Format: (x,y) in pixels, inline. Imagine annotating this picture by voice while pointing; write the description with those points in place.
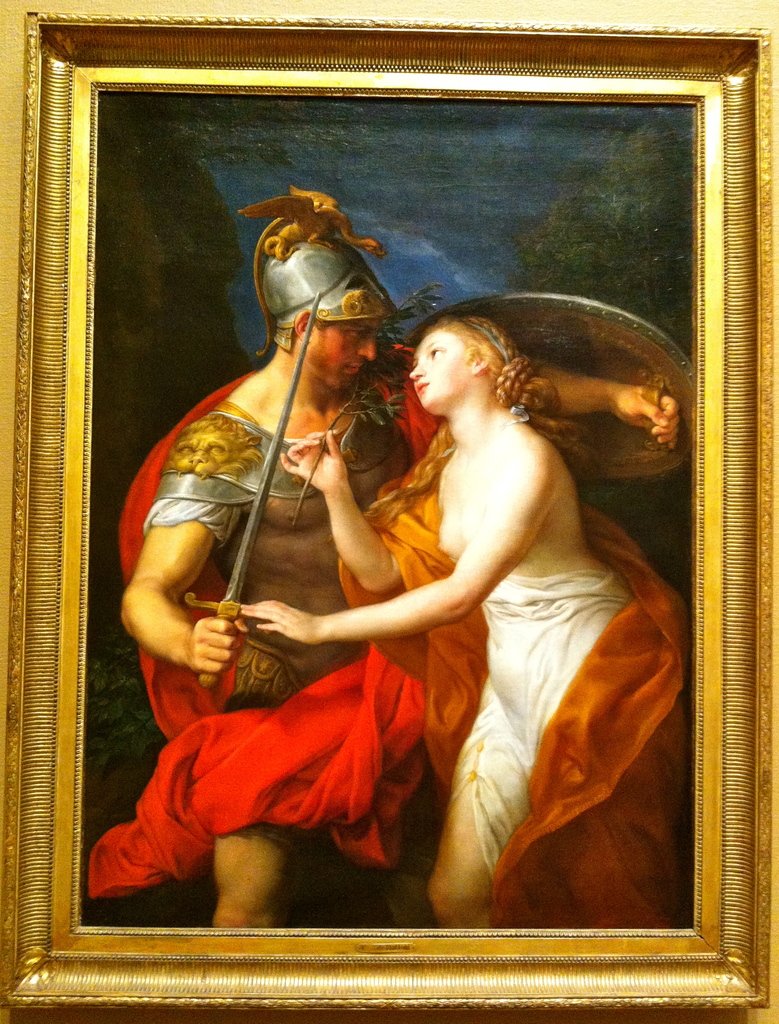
In this image there is a frame (169,984).
